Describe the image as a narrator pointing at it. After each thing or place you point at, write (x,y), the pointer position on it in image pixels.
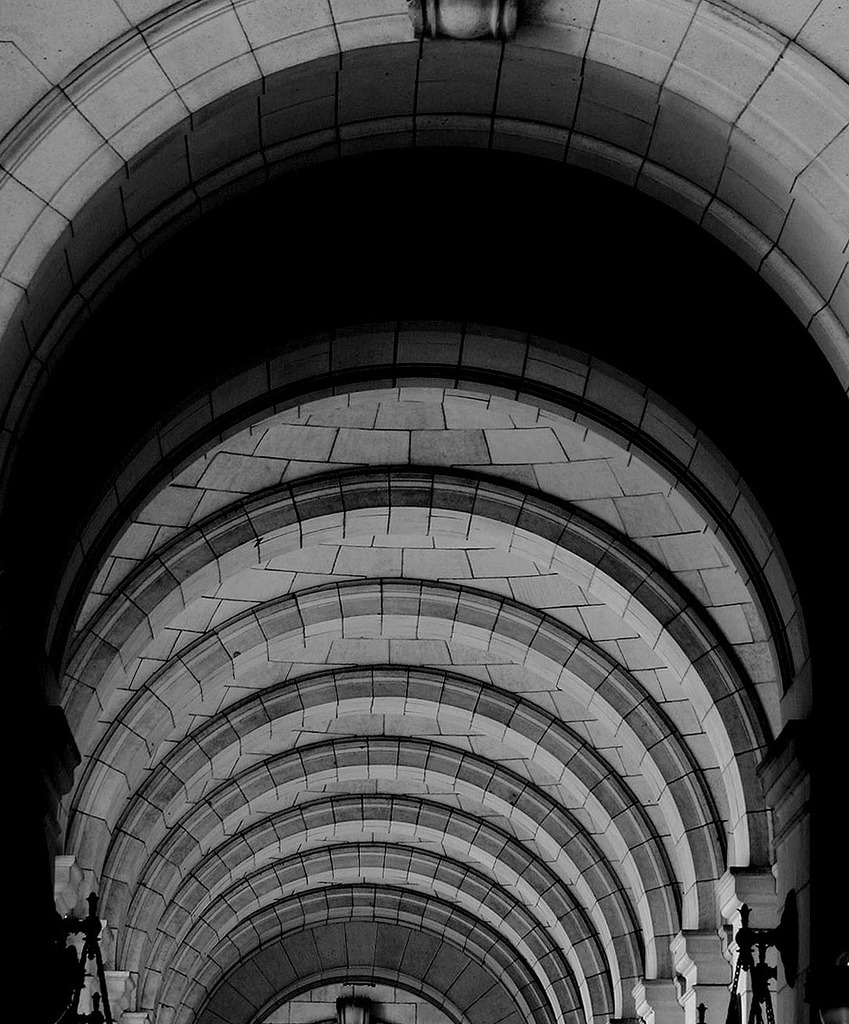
In this image I can see inside view of a building (494,708) and on the both side of this image I can see few things (790,933). I can also see this image is black and white in colour.
